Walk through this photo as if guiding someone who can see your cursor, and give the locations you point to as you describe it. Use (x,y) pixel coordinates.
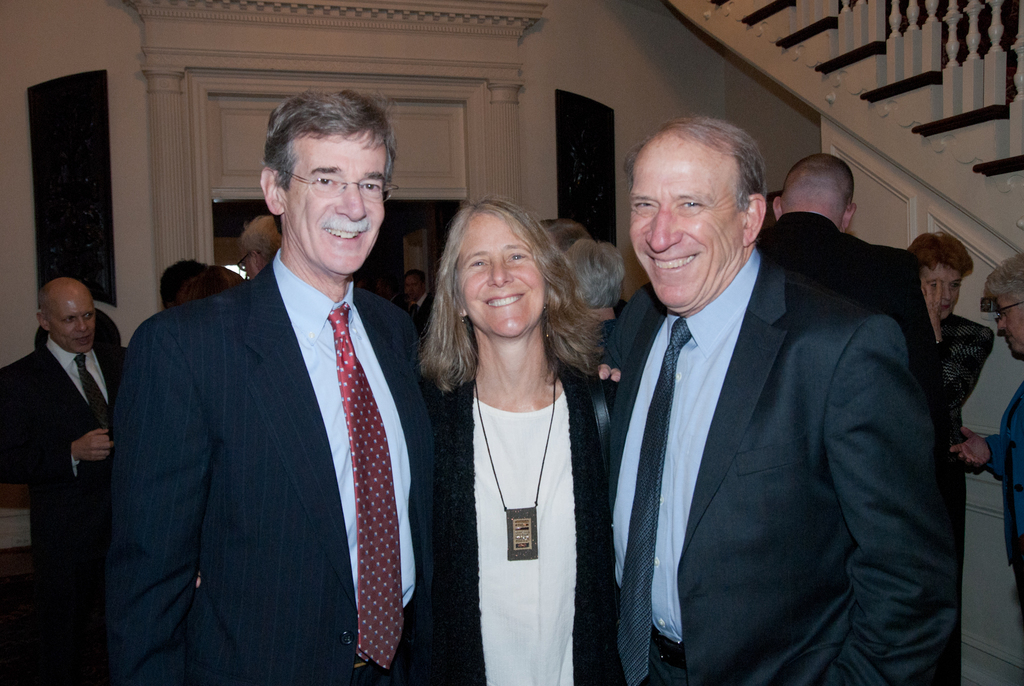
In this picture there people (739,260), among them there are three people (682,370) standing and smiling. In the background of the image (475,79) we can see wall (604,46), railing (996,68) and frames (592,172).
